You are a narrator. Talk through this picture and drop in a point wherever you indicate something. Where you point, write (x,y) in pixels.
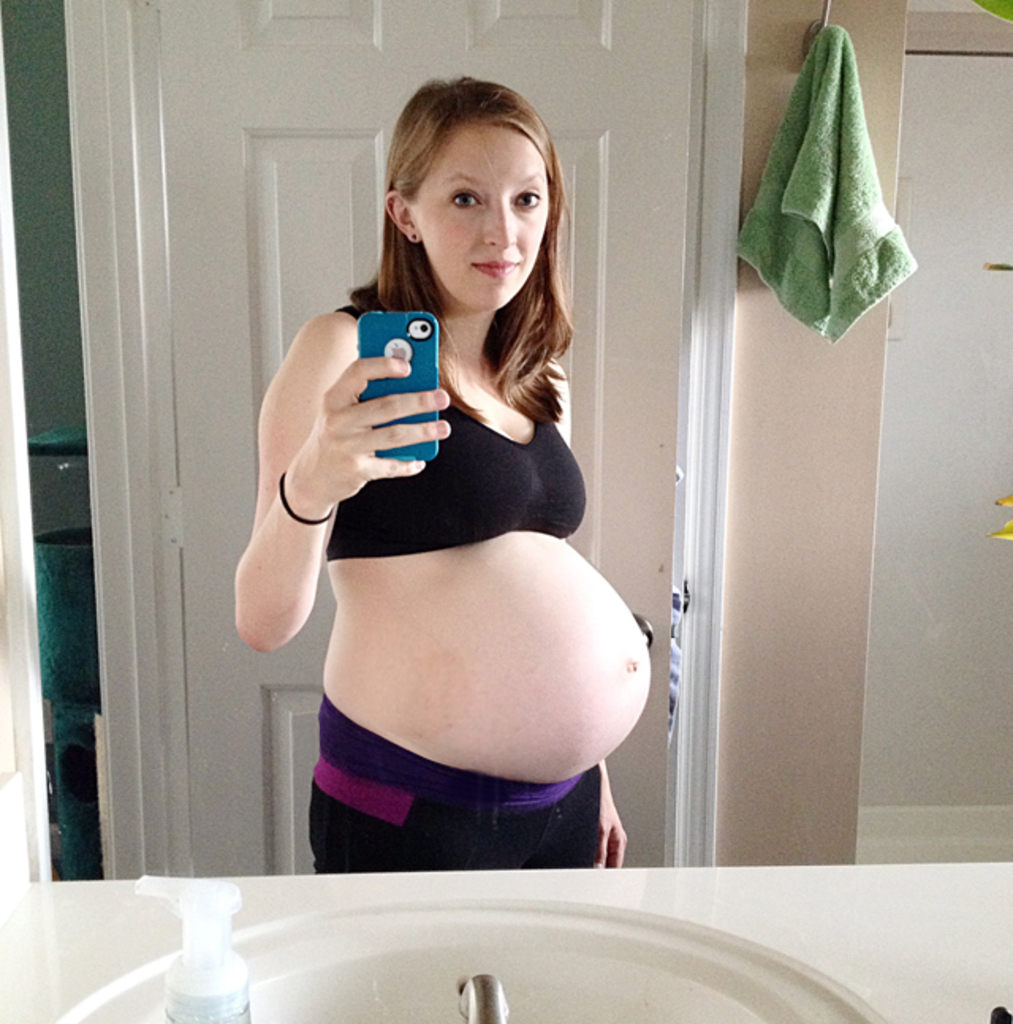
In this image there is a mirror (68,591) on the wall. At the bottom (413,972) there is a washbasin (404,982). There is a tap (480,1006) to the washbasin (449,1000). There a bottle (178,985) near the wash basin (269,989). In the reflection (314,311) of the mirror (321,297) there is a woman (334,530) standing. She is holding a mobile phone (368,385) in her hand (359,394). Behind her there is a door (352,83). Beside the door (321,122) there is a towel (832,102) hanging to the wall (830,529).
